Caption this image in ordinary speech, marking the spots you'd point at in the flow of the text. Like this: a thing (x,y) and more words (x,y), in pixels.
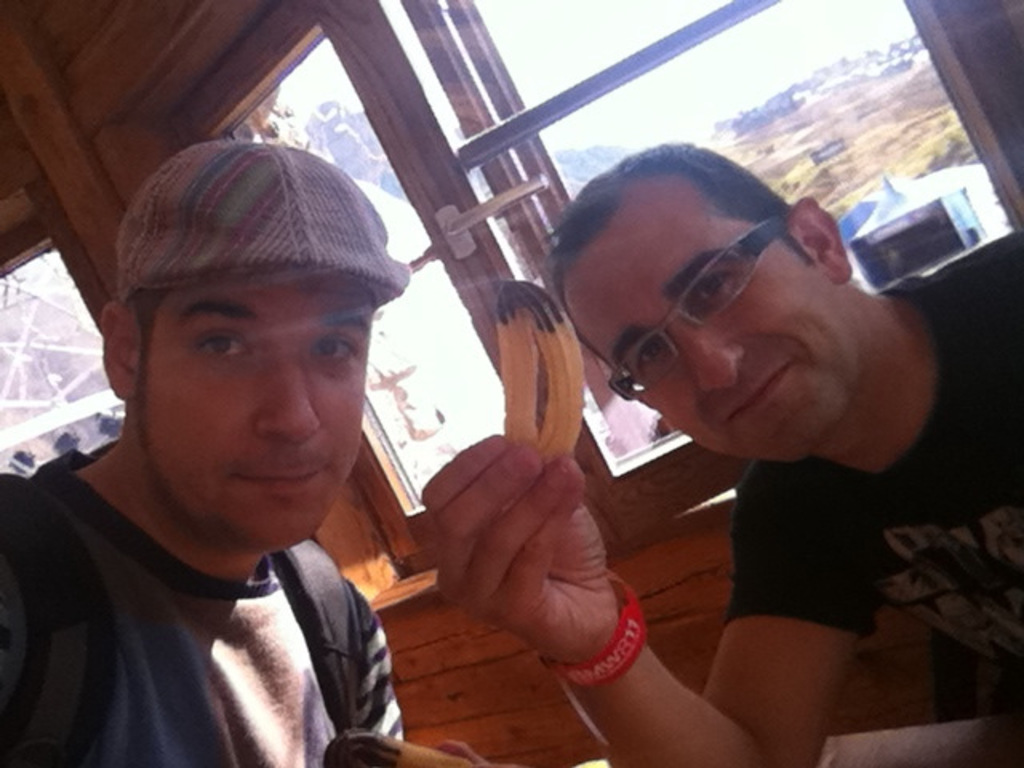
In this picture we can see a person (509,449) holding an object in his hand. There is another person (207,588) on the left side (232,479). We can see glass windows (443,258). Through this glass window (79,379), we can see a black and a blue object (906,261) on a white surface (903,186). We can see a few trees (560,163) in the background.
